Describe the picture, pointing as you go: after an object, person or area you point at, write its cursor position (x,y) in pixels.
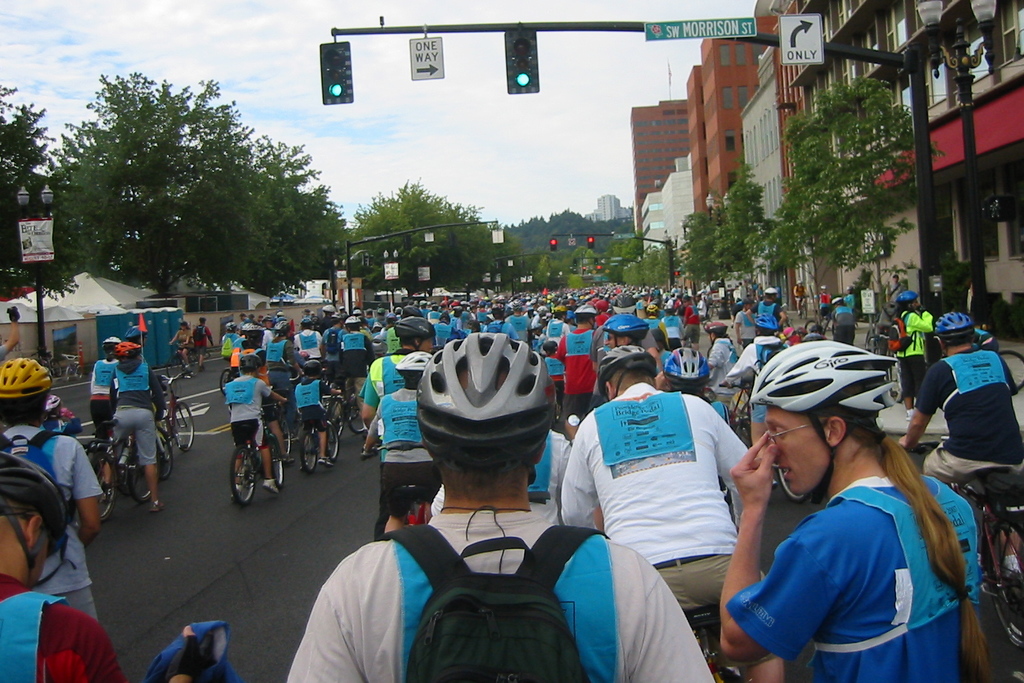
The image is taken on a city street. In the image there is a man (583,643) wearing a helmet (526,457) and he is also wearing his backpack (499,639) riding a bicycle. On right side (986,197) there is a trees (879,99), street lights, buildings (895,75). On left side (200,139) also we can see some trees (243,214), street lights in background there is a traffic signals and buildings (617,211) and sky (568,108) is on top (575,119) at bottom (293,516) there is a road (262,568) which is in black color.
